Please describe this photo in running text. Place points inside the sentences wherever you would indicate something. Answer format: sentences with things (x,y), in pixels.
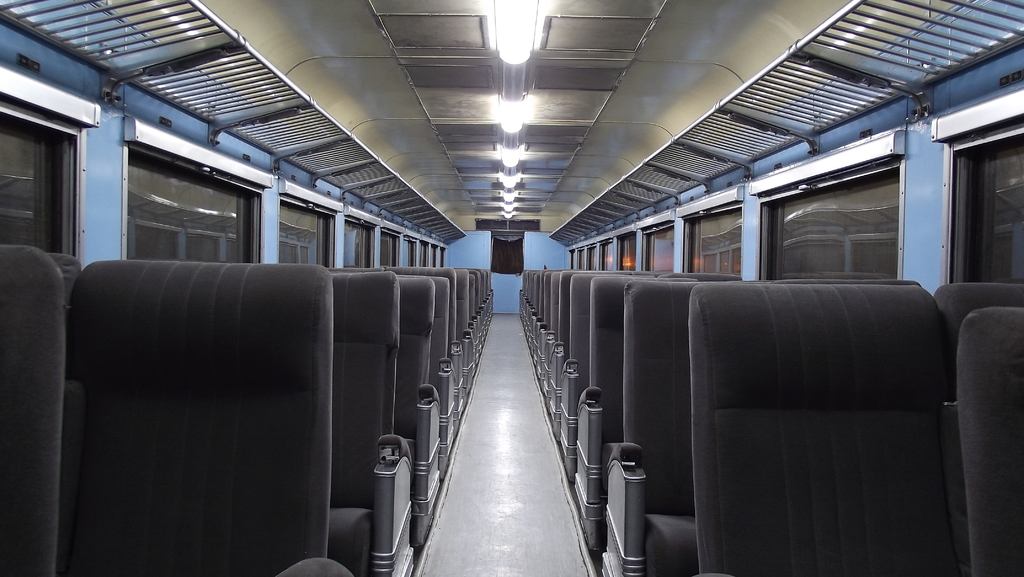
In the image we can see the internal structure (448,194) of the vehicle (498,298), these are the seats (443,390), windows (809,252) and lights (509,110). These are the racks (214,90) to keep the luggage bag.
